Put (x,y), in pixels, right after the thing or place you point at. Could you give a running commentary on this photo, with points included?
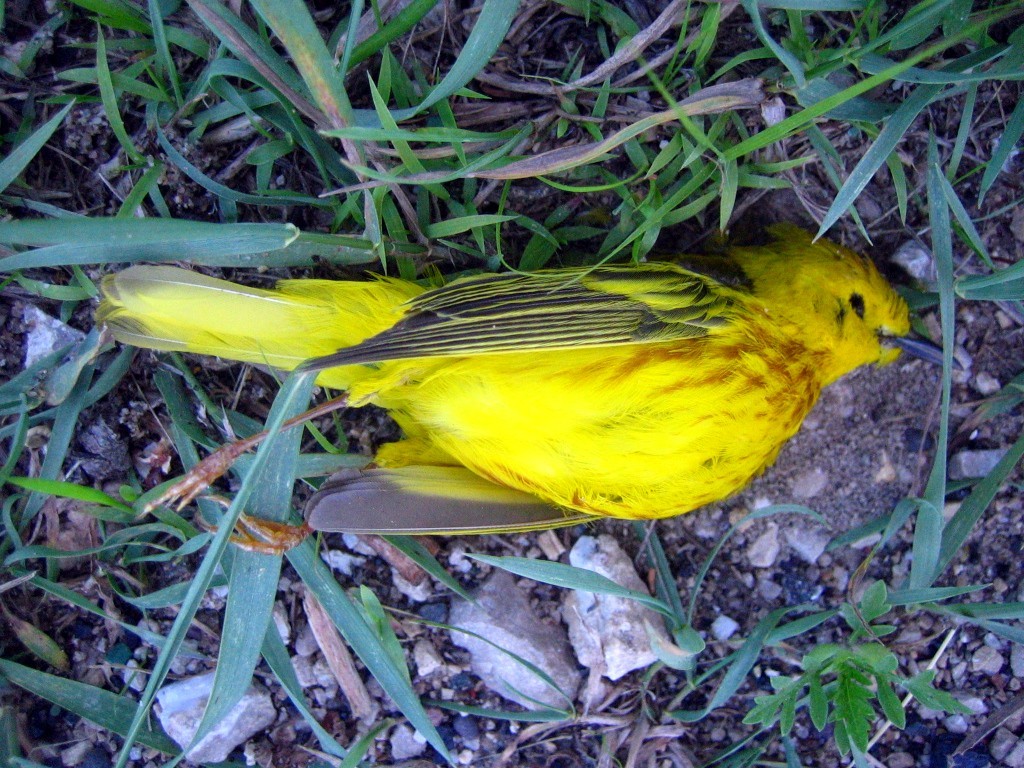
In this image we can see a bird (626,361) on the ground (807,466). Beside the bird (705,467) we can see the grass (41,553) and stones (705,528).
